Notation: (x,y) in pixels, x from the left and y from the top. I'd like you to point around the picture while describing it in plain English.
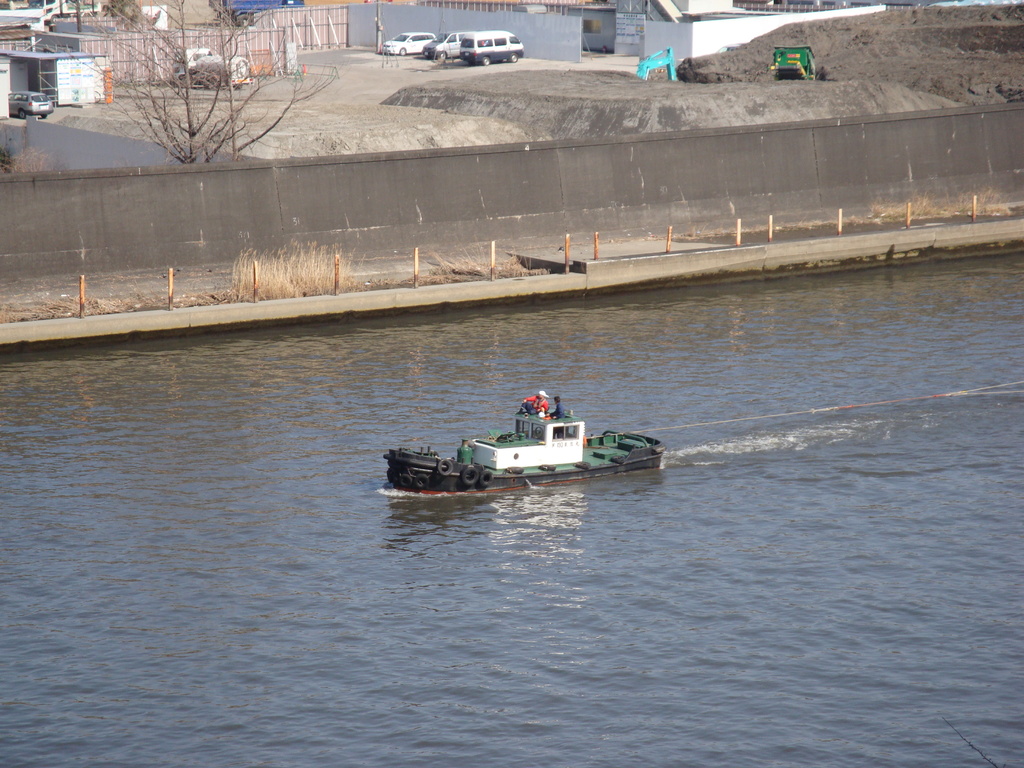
In this picture there are people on a boat (515,479) and we can see water (403,371), grass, poles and wall (472,184). In the background of the image (660,2) we can see trees (186,157), vehicles (270,8) and sheds (660,2).
